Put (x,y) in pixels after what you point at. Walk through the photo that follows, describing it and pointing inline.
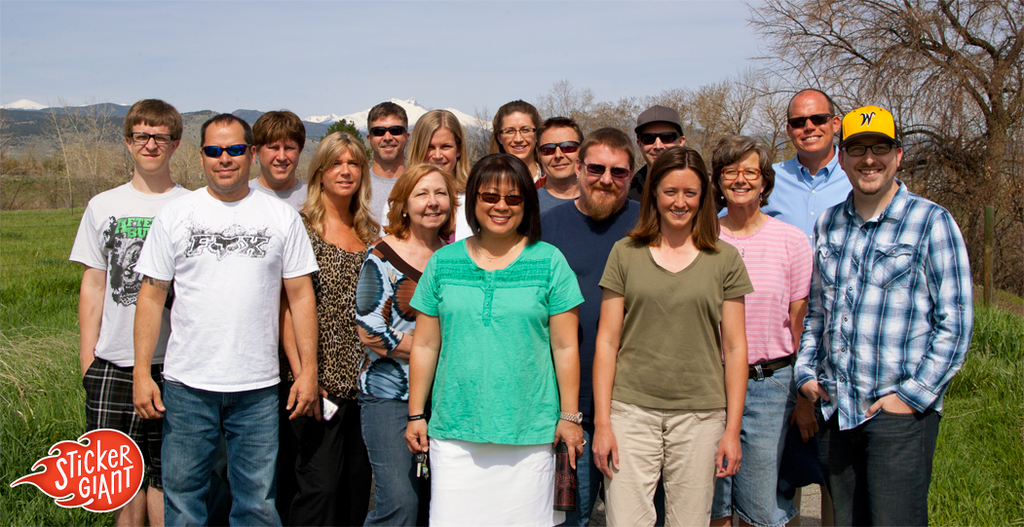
There are many people (485,291) standing. Some are wearing goggles (236,152) and caps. In the back (50,314) there is grasses (1018,476), trees (930,198) and sky (399,72). There is a watermark (111,469) on the left corner (86,470).
